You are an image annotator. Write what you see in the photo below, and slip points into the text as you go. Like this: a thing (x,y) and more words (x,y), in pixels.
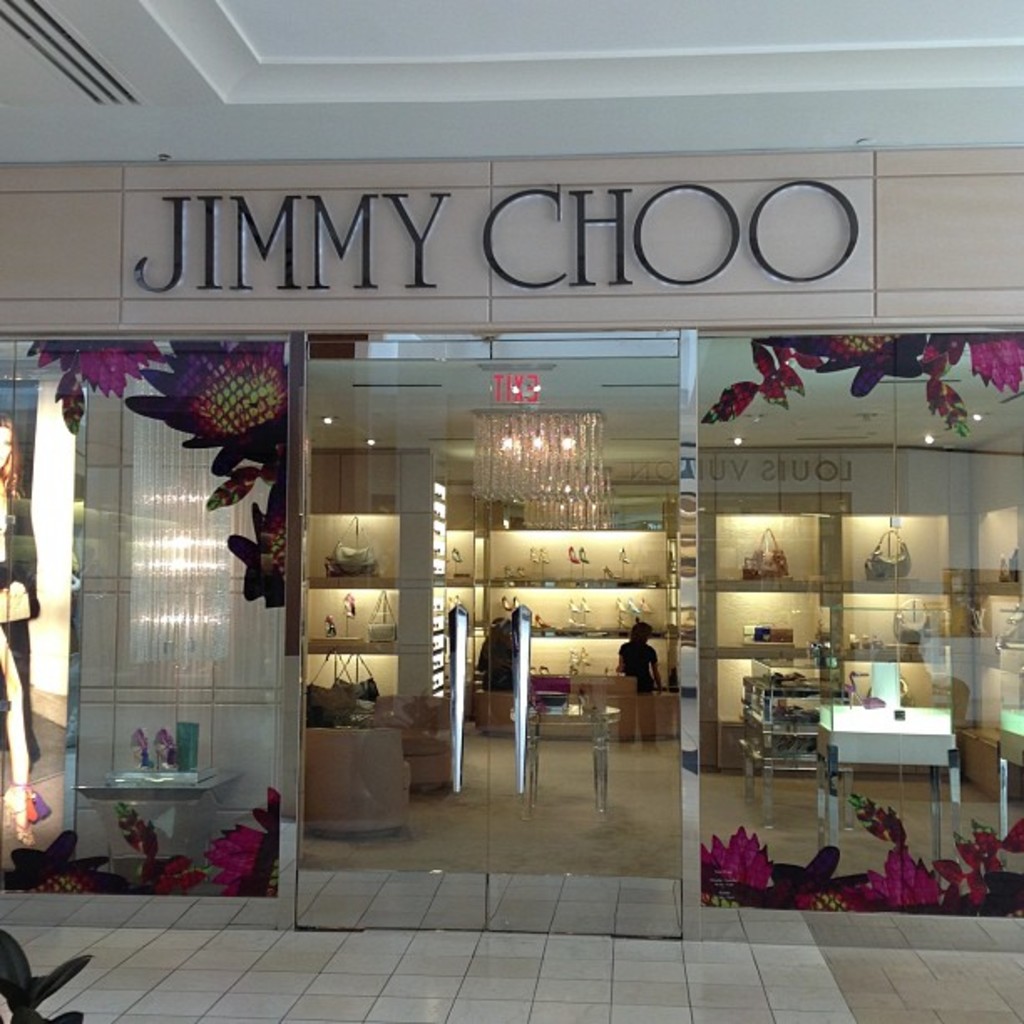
In this image there is a pavement (707,989), in the background (155,599) there is a shop (970,735) and there are glass walls (759,430) and there is footwear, bags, at the top (117,37) there is a ceiling (164,3).
